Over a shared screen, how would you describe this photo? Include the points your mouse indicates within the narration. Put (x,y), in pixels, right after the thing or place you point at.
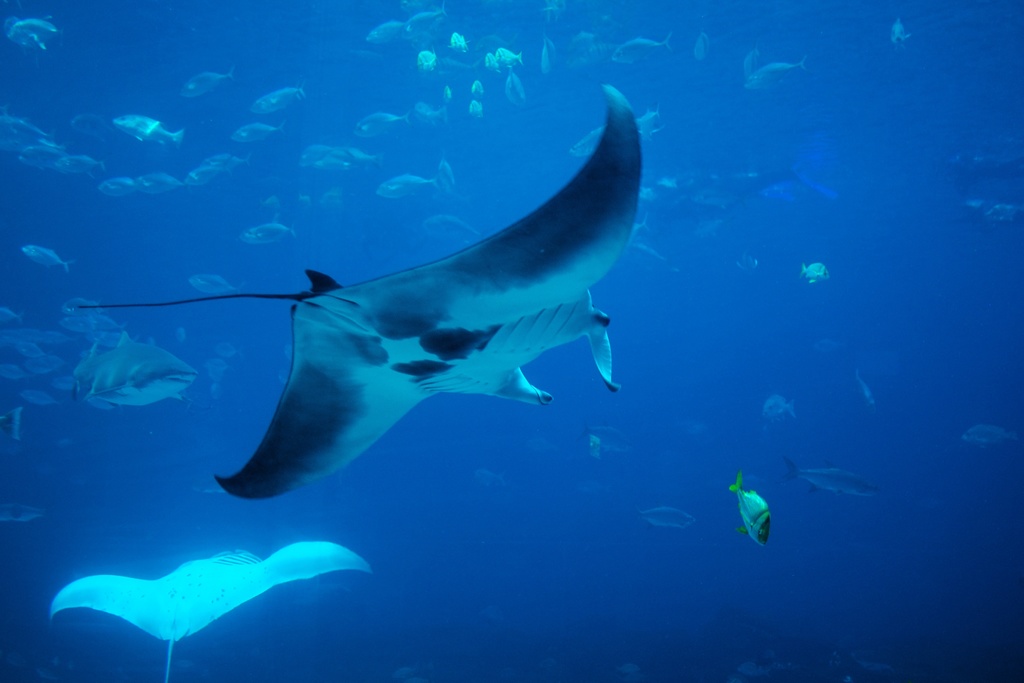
In this image, I can see different types of fishes (400,368) moving under the water (710,257).
